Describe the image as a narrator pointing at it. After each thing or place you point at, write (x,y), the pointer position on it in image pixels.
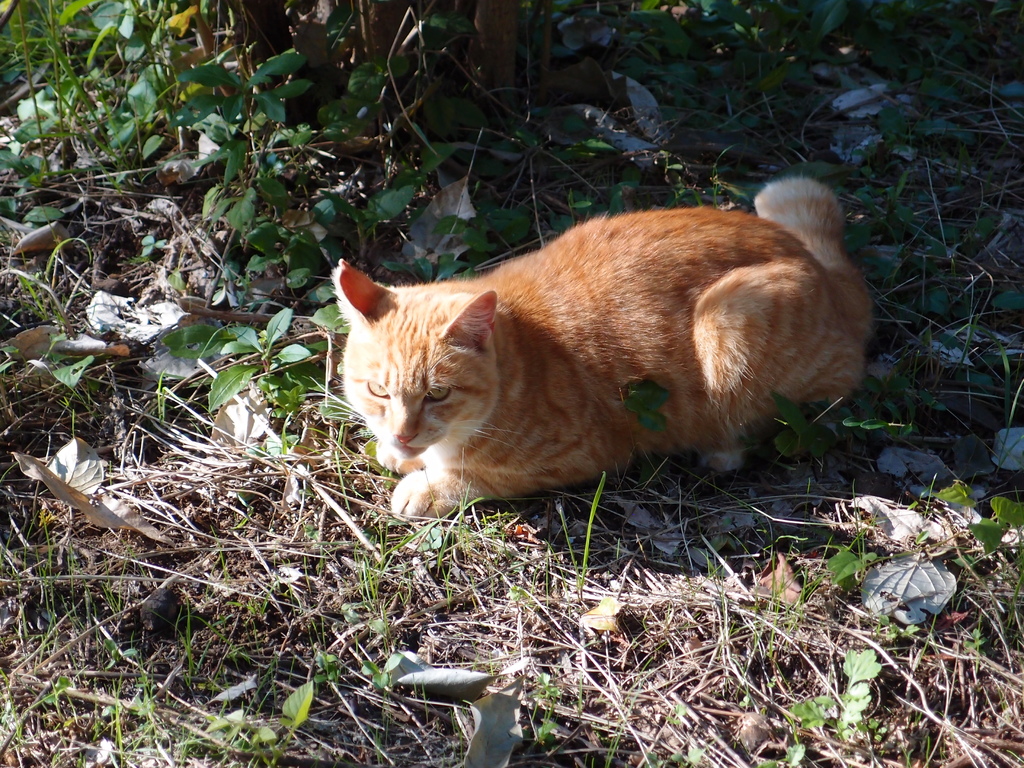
In the center of the image (541,288), we can see a cat (586,438), lying on the ground (146,453) and in the background (210,273), there are plants (451,275) and leaves (441,163).
